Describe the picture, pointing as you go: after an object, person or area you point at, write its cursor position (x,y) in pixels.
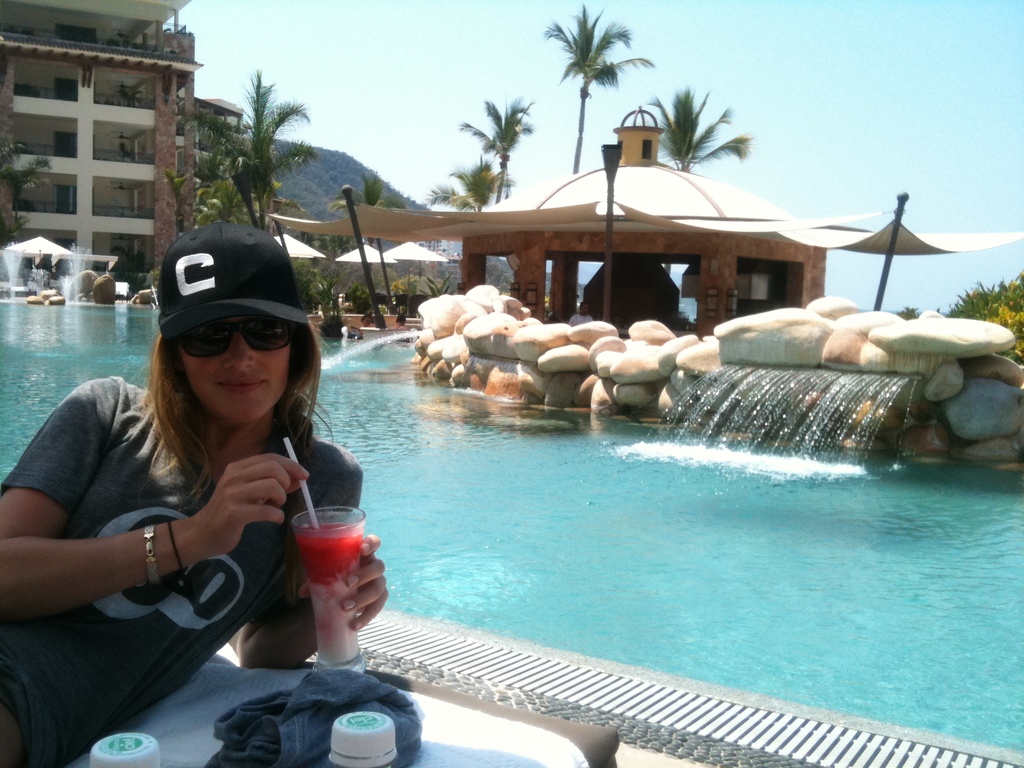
On the left side of the image (74,664) we can see a lady (173,569) sitting and holding a glass (325,586) in her hand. In the background (653,438) there is a shed (608,306), building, trees (264,137), swimming pool (656,446) and a fountain (684,392). We can also see a hill (342,171) and sky (549,48).
